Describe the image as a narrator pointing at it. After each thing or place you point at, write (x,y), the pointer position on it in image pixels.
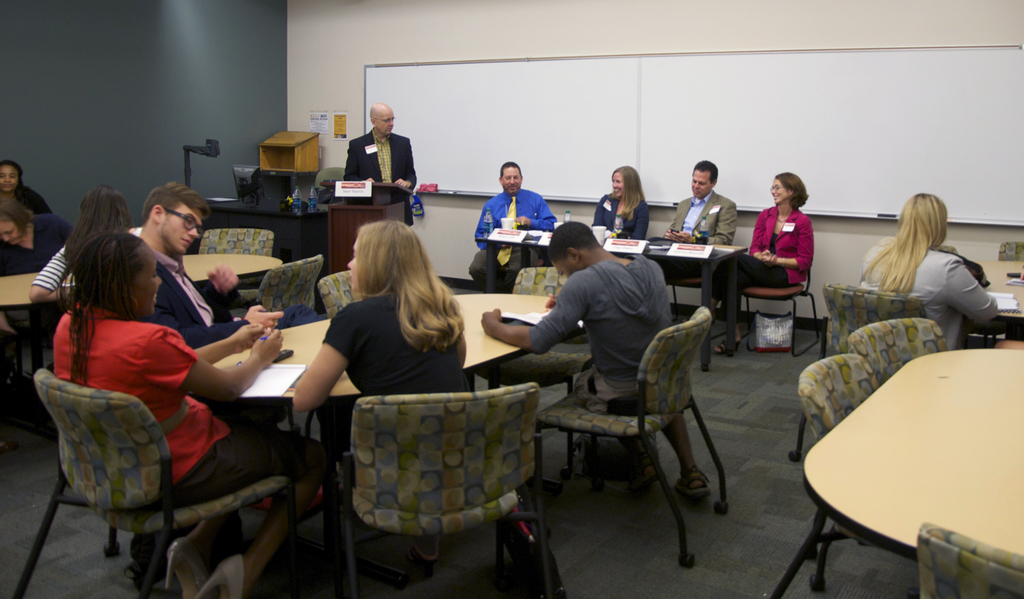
Here we can see a group of people (206,421) sitting on chairs (552,292) in front of table (284,328) and here there panel of four (624,214) these are also sitting in front of table (700,260) on chairs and here is a guy (357,171) standing near a speech desk (350,210) and behind them we can see a white board (729,158).
